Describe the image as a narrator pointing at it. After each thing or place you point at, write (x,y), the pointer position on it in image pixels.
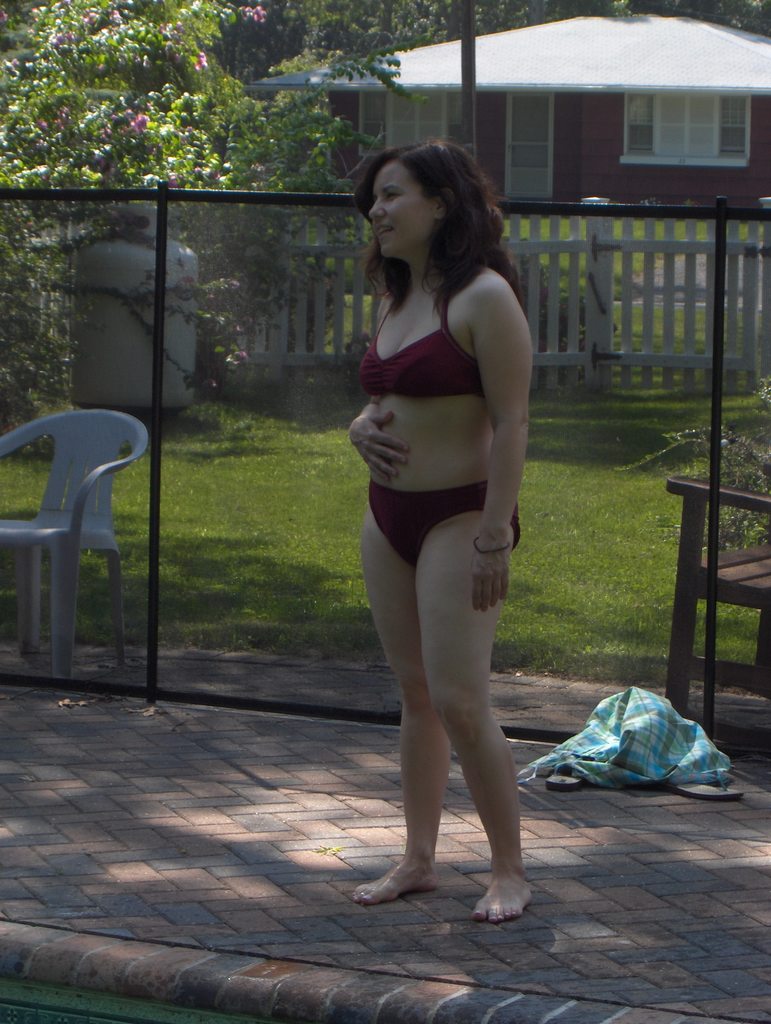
In this image there is a person (440,485) wearing bikini (422,517) standing on the floor (311,826) and at the background of the image (297,94) there is a house (508,199), trees (307,100), lawn (187,430) and chair (65,420).
